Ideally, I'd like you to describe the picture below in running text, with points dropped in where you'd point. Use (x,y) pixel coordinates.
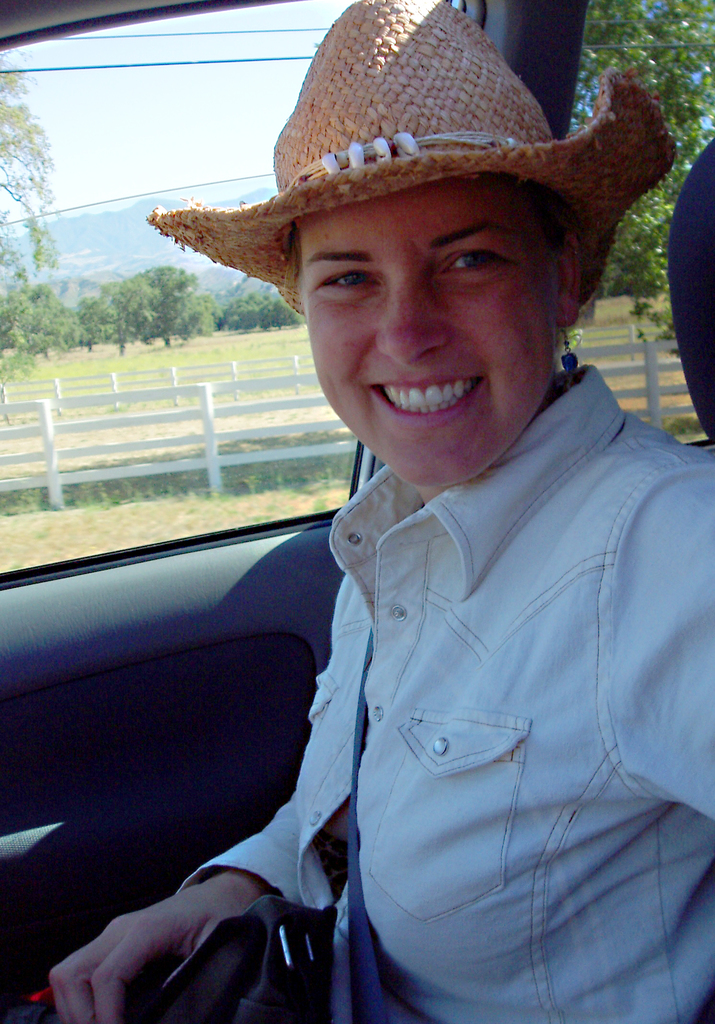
A woman (650,488) is sitting in a vehicle (714,182) and smiling. She wore a shirt (585,698), hat (471,88). In the left side (112,177) this is a window (168,349) of a car (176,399), outside this, there are trees (181,325).
